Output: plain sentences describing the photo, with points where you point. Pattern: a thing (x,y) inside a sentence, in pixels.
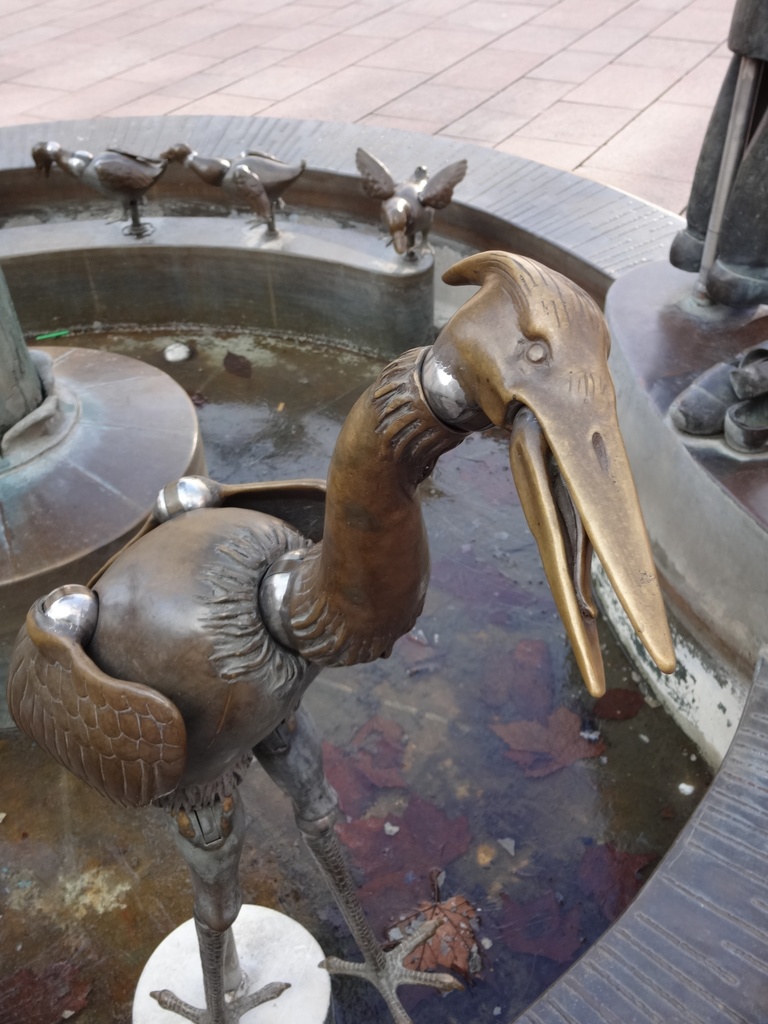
In this image there is a fountain (644,698), in that fountain (327,184) there is a metal bird (319,573), in the background (268,206) there are three metal birds (421,194).
